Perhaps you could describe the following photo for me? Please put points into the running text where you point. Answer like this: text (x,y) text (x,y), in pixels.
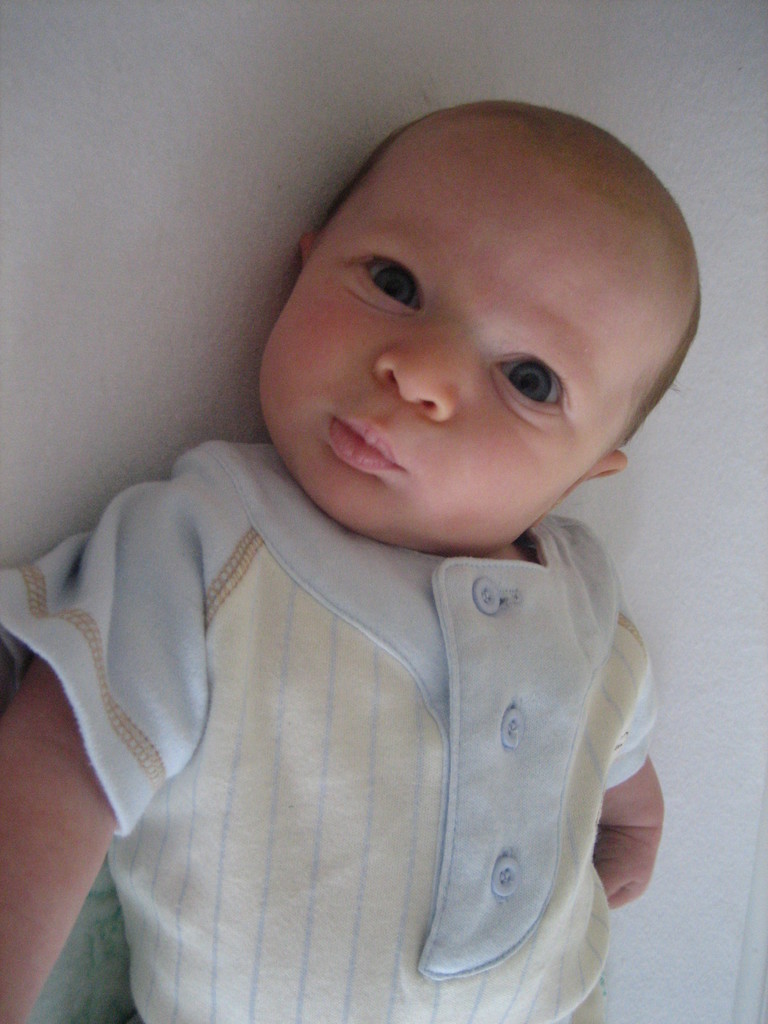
In this image we can see a child (367,584) lying on the surface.
